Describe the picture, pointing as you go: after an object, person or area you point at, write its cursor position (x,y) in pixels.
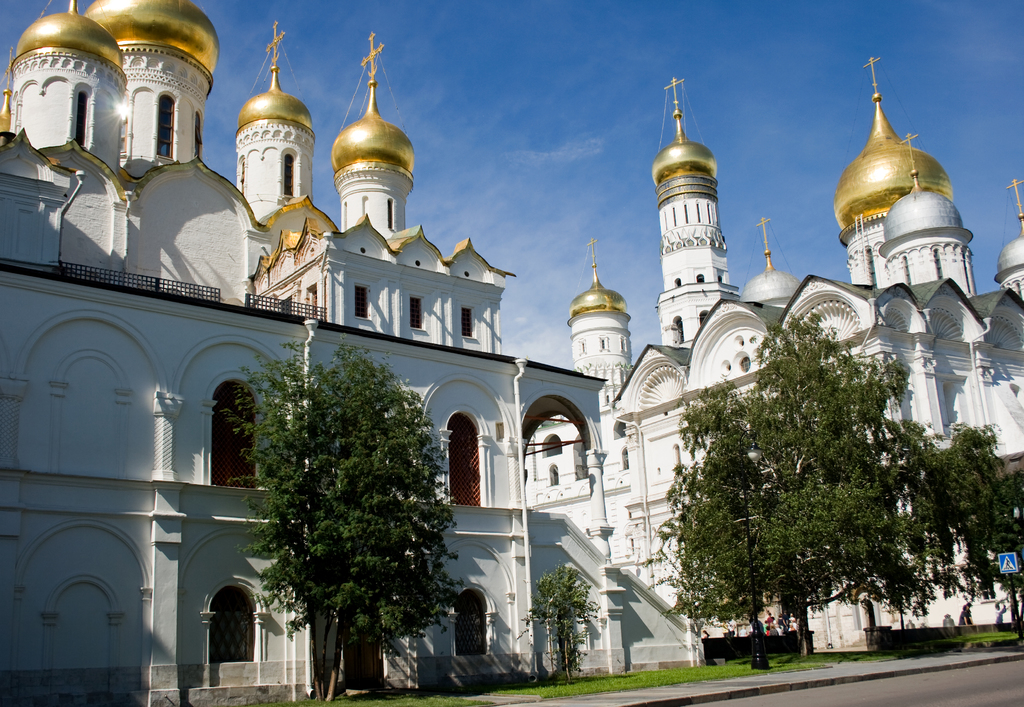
In this image we can see a church (53,614). There are trees (818,459). At the top of the image (667,69) there is sky (726,48). At the bottom of the image (872,705) there is road (866,683) and grass (603,676).
